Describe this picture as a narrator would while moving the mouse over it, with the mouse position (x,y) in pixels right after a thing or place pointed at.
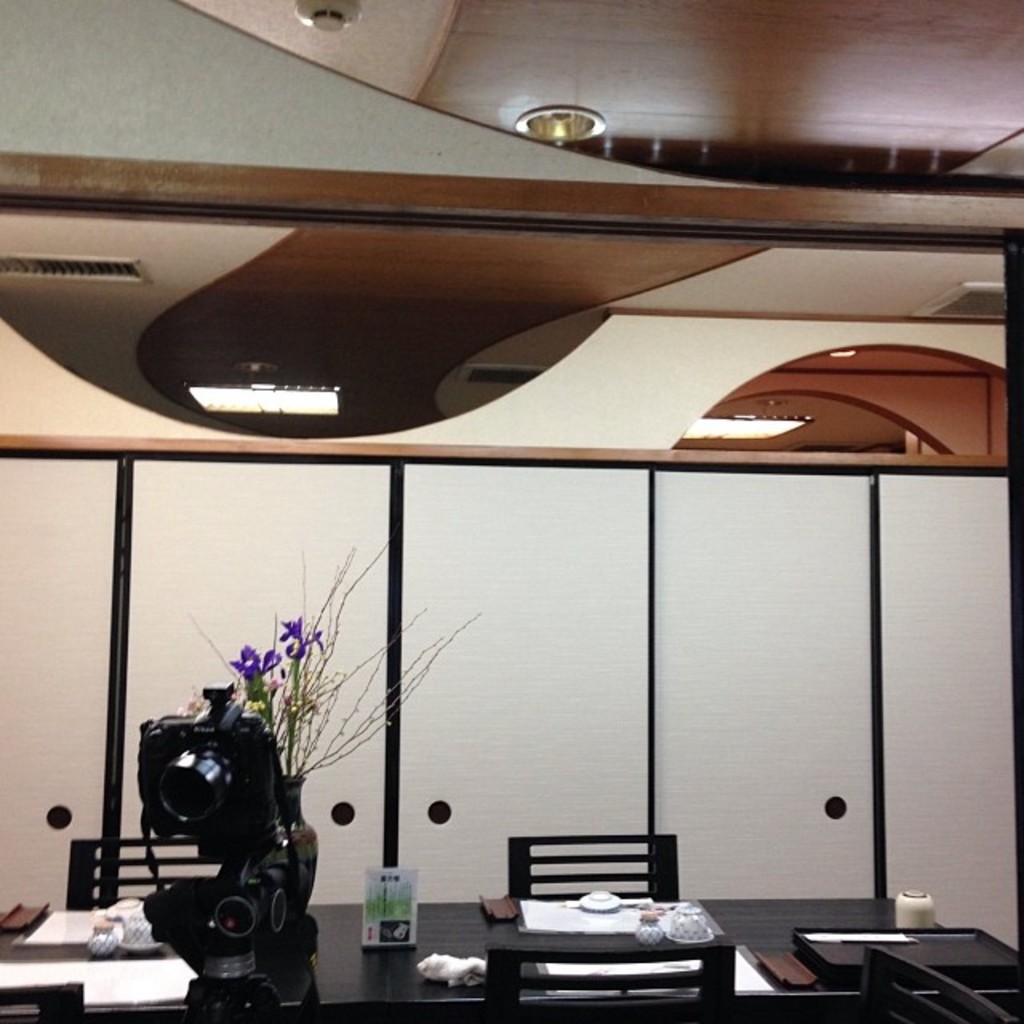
The picture is taken inside a room (558,650). At the bottom (603,912) on a table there are papers (171,969), bouquet (287,766), pot (287,841) and few other things (829,930) are there. This is a camera (183,825). There are chairs (592,881) over here. This is the ceiling (457,281).
